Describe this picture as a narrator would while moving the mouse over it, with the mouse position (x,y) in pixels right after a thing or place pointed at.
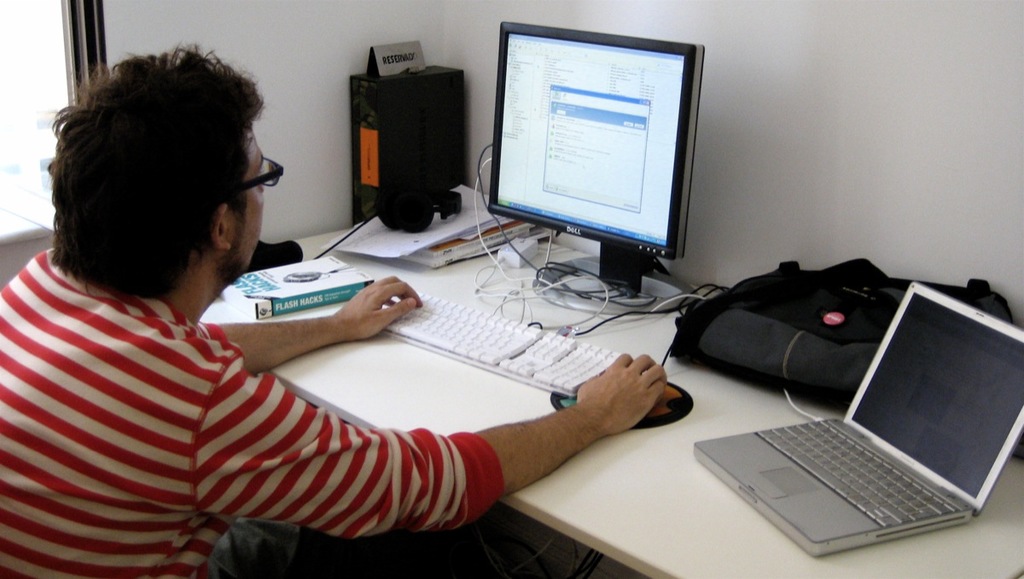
As we can see in the image, there is a man (190,233) wearing spectacles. In front of him there is a table (439,399). On table (461,399) there is a keyboard (544,371), laptop (925,453), bag (738,321), book (311,283) and the screen (617,140) and the wall (920,137) is in white color.
